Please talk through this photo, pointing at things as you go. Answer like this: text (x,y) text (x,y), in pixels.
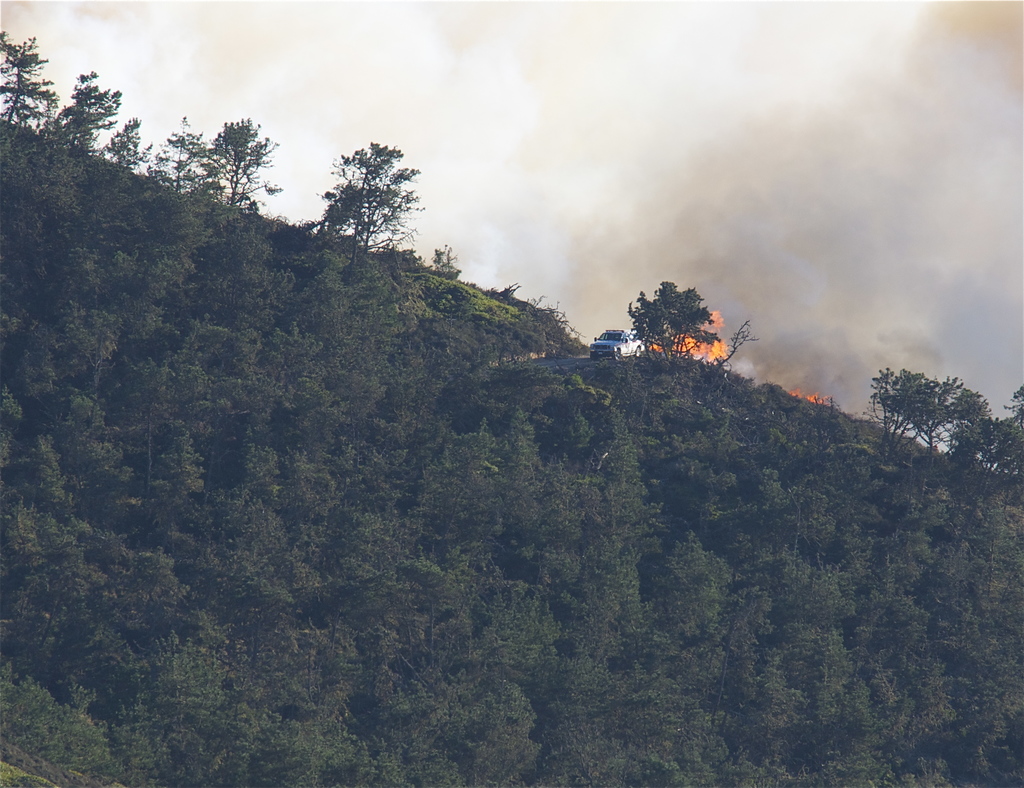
This picture shows bunch of trees (206,474) on the hill (860,459) and we see a vehicle (615,355) and fire (718,324) with smoke (933,195).
